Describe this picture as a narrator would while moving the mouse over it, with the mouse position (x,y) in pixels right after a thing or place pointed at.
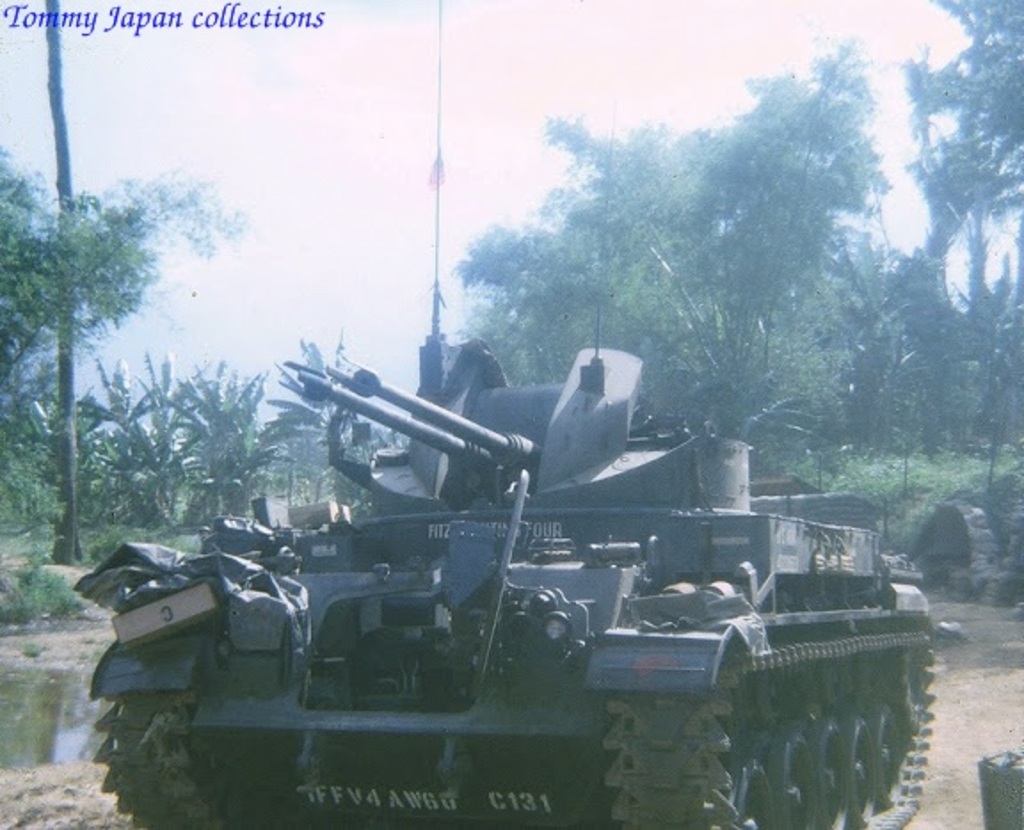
In this picture we can see military tank (821,726) on the ground (940,618) and we can see water (68,691), trees (651,195) and plants (888,472). In the background of the image (379,290) we can see the sky (384,194). In the top left side of the image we can see text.
